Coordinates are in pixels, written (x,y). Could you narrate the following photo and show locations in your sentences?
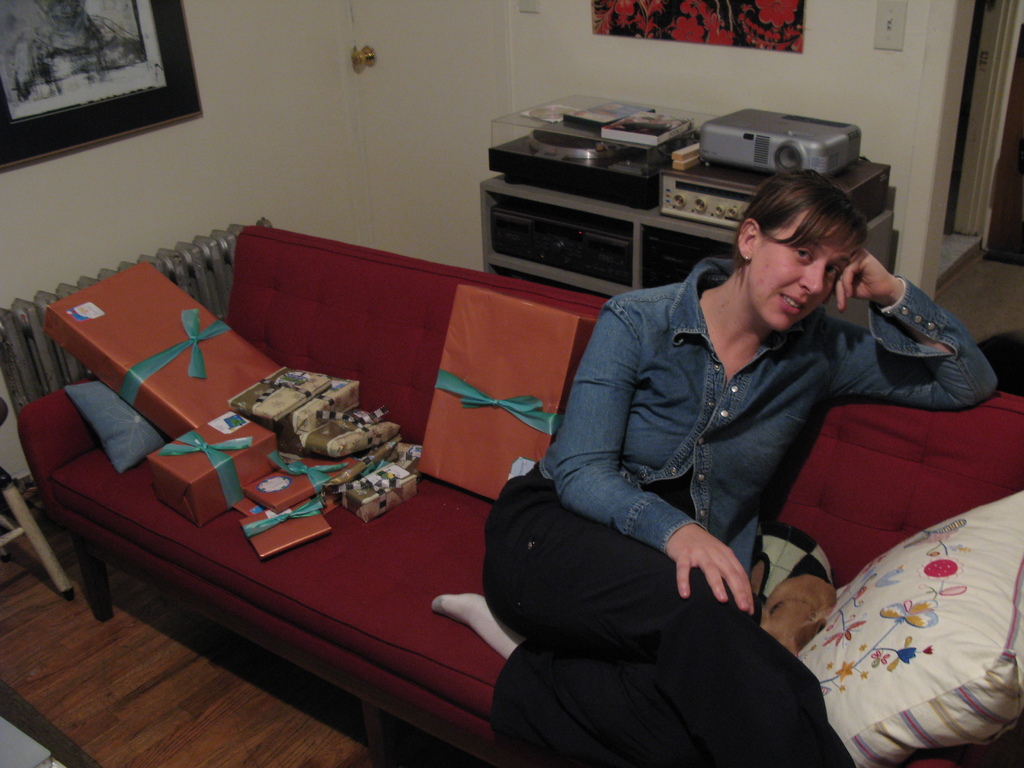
This picture shows a woman (504,726) seated on the sofa (421,326) and we see few packed gifts (352,463) and a photo frame (52,133) on the wall (229,99).
